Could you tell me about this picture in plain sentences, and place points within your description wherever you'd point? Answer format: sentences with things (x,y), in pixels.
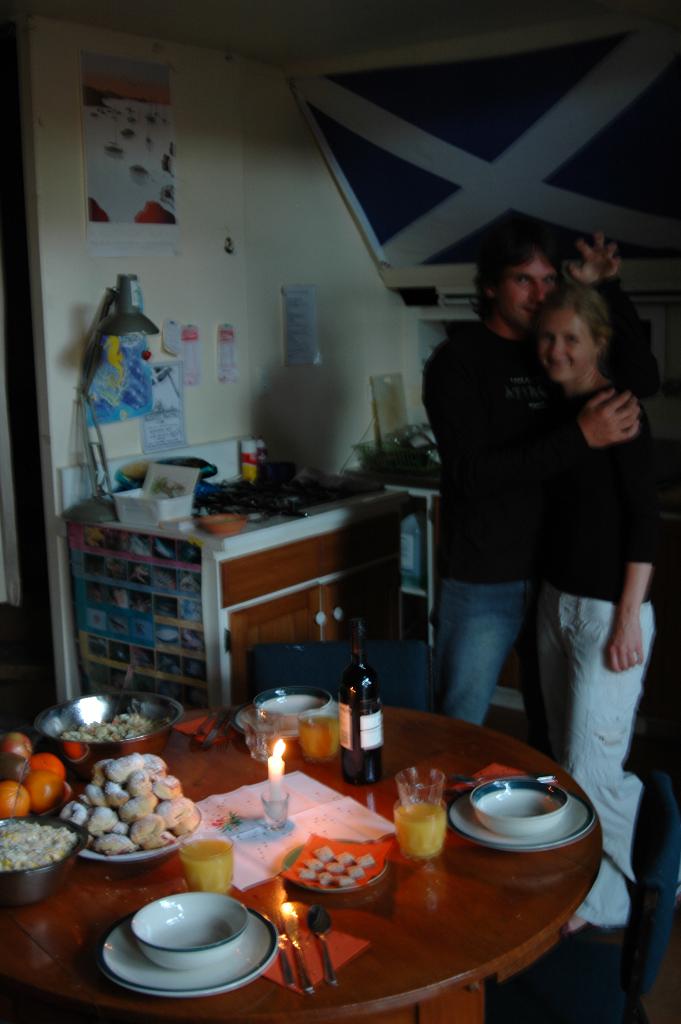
on a wooden table (461,958) there are cups (207,962), saucers (205,979), spoon (318,914), knife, candle (274,749), food (93,784) are present. behind them 2 people (504,545) are standing wearing black t shirt (566,479). at the left (196,604) there is a table (256,610) on which there is a lamp (127,323) and other things (256,492). behind that there is a wall (245,285) on which papers (294,348) are attached.
